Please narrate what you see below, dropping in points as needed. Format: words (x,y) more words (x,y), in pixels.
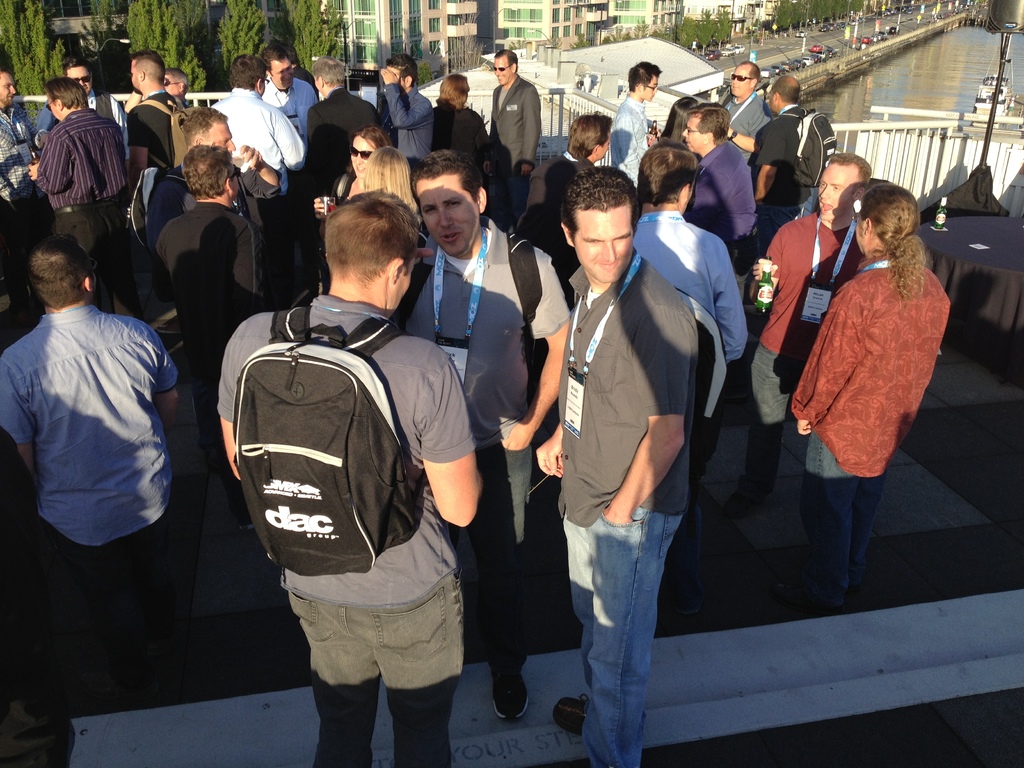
This picture describes about group of people (487,151) they are all standing in the middle of the image (387,439) a man (391,562) is wearing a backpack (305,513), in the right side of the image (790,293) a man (790,293) is holding a bottle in his hands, in the background (946,57) we can see couple of trees (331,26), buildings (445,22), vehicles (780,74) and water (931,63).
